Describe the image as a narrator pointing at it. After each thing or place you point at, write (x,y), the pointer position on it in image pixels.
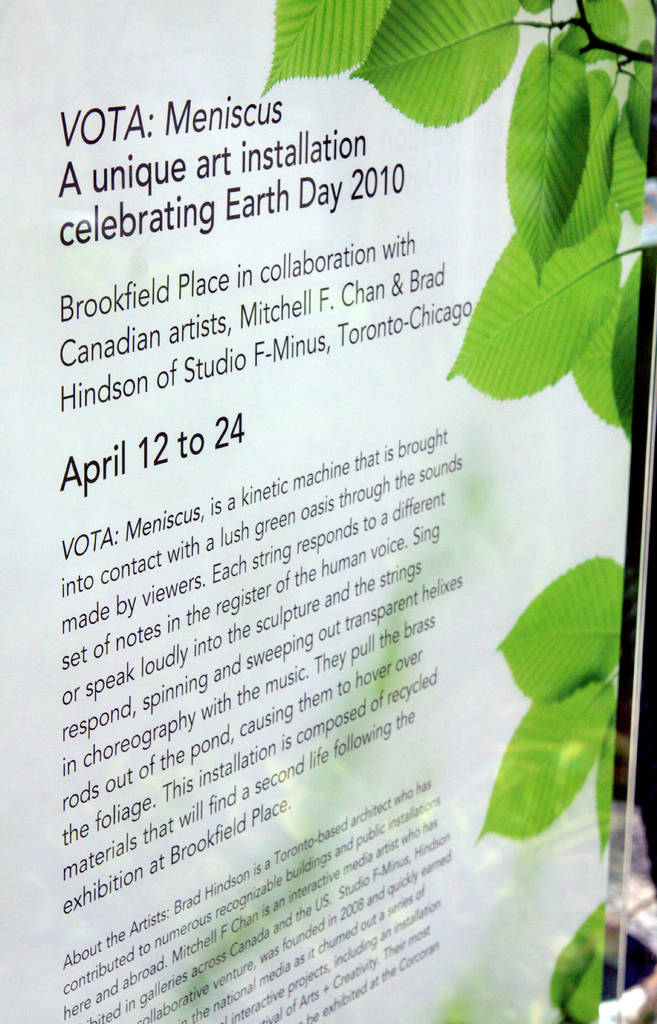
In this picture, we see a white board (275,362) with some text (249,560) printed on it. On the right corner of the picture (573,315), we see the leaves (545,191) of the plant (505,388).
